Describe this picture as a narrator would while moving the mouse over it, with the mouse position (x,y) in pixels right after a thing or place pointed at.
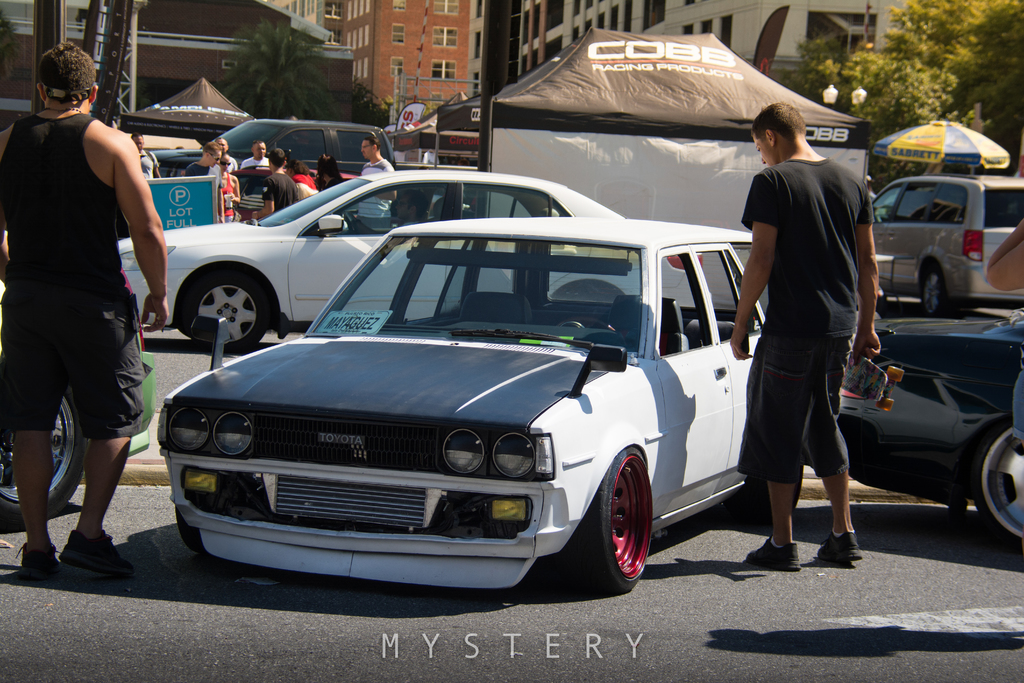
In this image I can see many vehicles (312,336) and the group of people (153,294) standing and wearing the different color dresses (98,234). I can see the boards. In the background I can see tents (128,129) and an umbrellas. I can also see many trees (310,109) and the buildings (169,87) in the back (151,94).
